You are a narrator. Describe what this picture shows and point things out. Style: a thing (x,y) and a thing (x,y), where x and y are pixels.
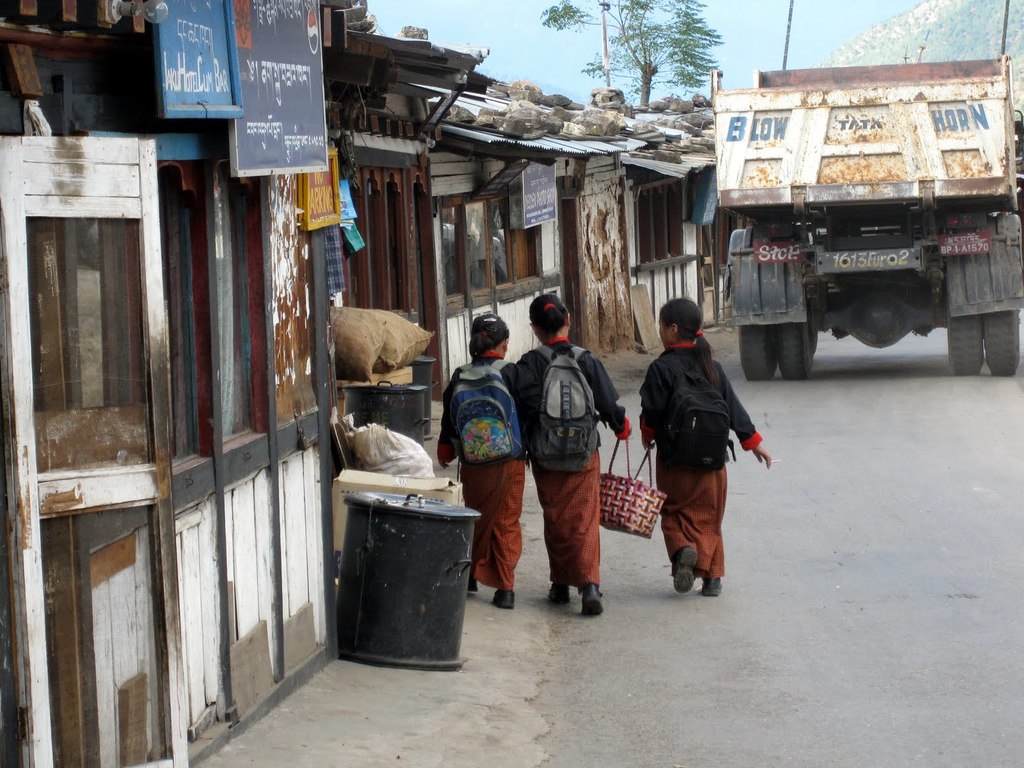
A picture of an outside. This 3 girls (595,454) are walking on a road (639,395), as we can see there is a leg movements. This 2 girls (573,546) are holding a basket (646,512). This 3 girls (651,409) carry bags (506,390). Beside this there is a store (249,234). This store (249,234) has 2 boards (280,117). In-front of this store (238,416) there is a container (408,518) and a cart box (443,484). On a road (927,393) a vehicle (960,263) is travelling. Far there is a tree (666,49).
